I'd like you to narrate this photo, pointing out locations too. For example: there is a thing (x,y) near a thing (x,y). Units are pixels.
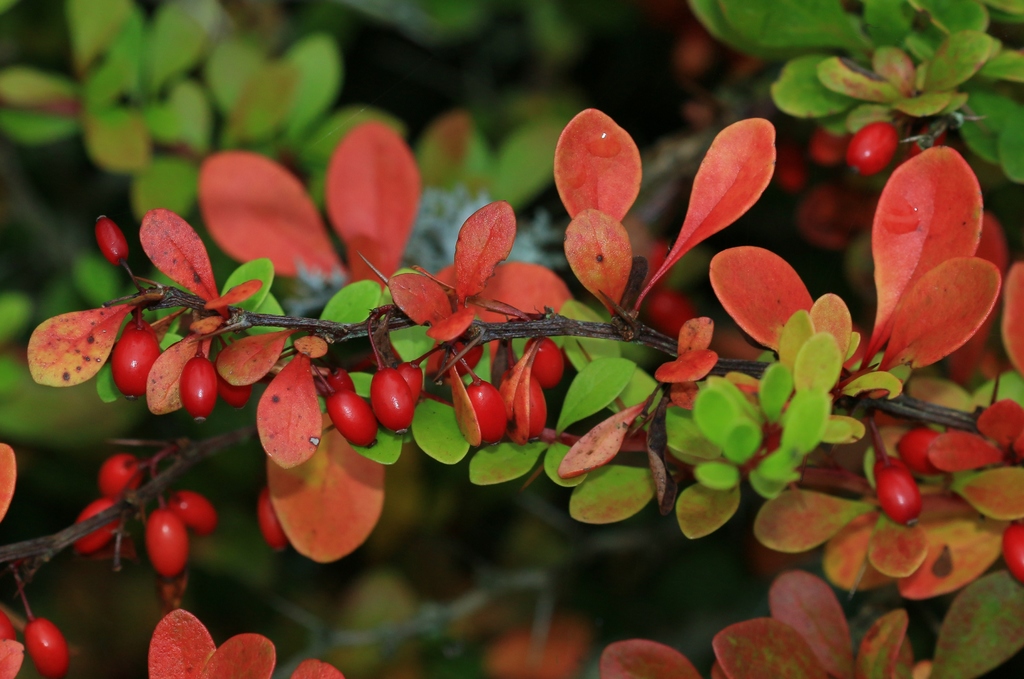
In this image I can see orange and green colour leaves (876,326). I can also see number of red colour fruits (405,410) over here and I can see this image is little bit blurry from background (3,158).
